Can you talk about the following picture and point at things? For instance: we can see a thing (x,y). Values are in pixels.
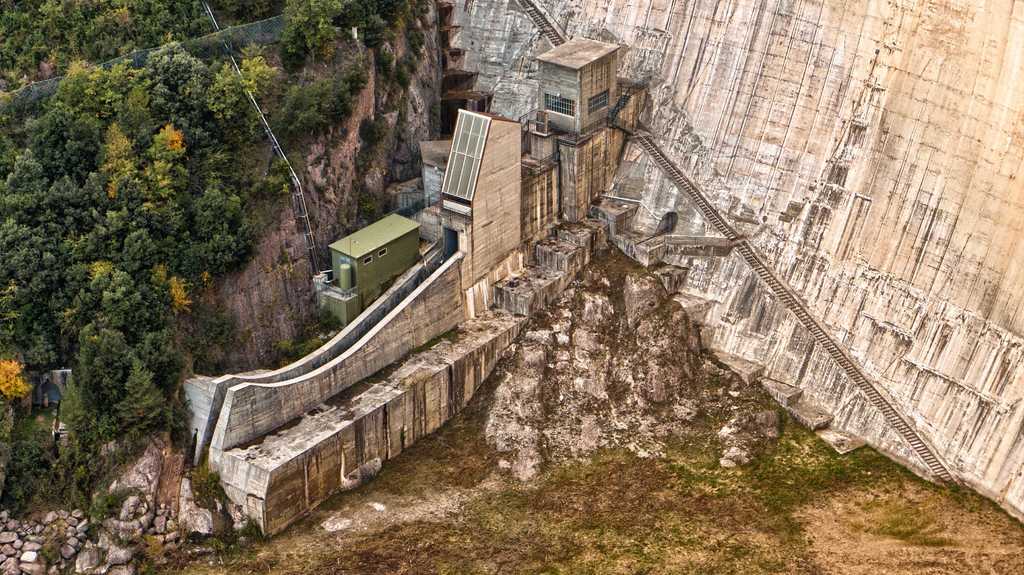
This is an outside view. In the middle of the image (428,291) I can see a building (503,184). On the right side (821,113), I can see a wall (962,219). At the bottom of the image (536,544) I can see the grass (701,523) on the ground (664,531). On the left side (116,434) there are many trees (120,420) and rocks (110,519).
